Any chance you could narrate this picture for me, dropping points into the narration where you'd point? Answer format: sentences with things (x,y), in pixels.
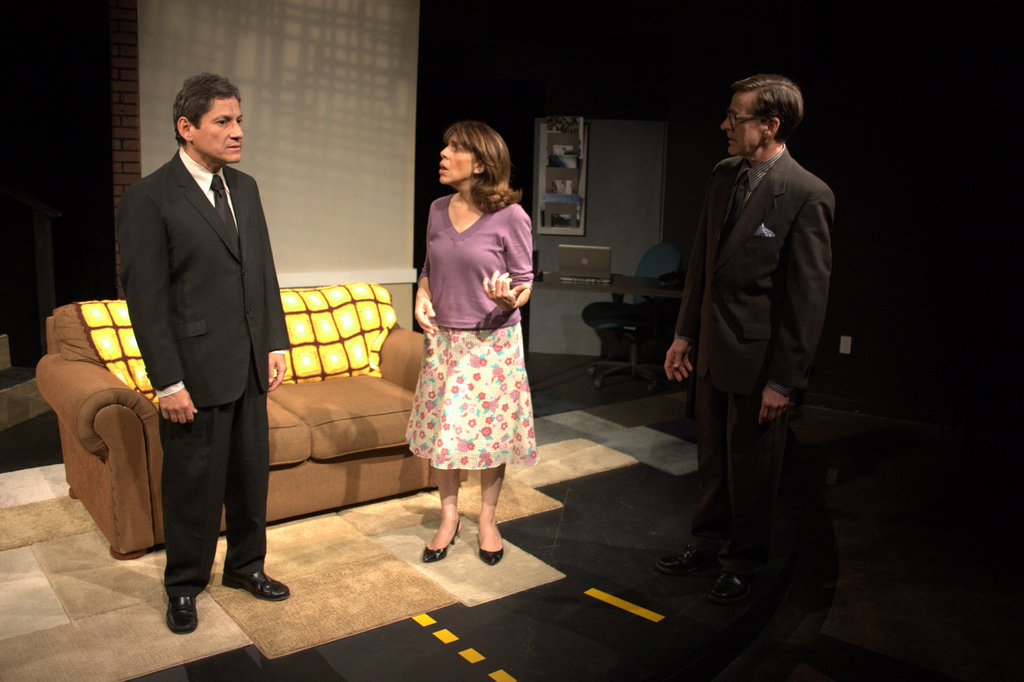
In this image we can see two men (255,212) and a woman (509,341) standing on the floor (73,635). We can also see the sofa (149,519), laptop (577,264), chair (642,262), table (633,291), door (654,226) and also an object (585,154) attached to the door (608,125).
